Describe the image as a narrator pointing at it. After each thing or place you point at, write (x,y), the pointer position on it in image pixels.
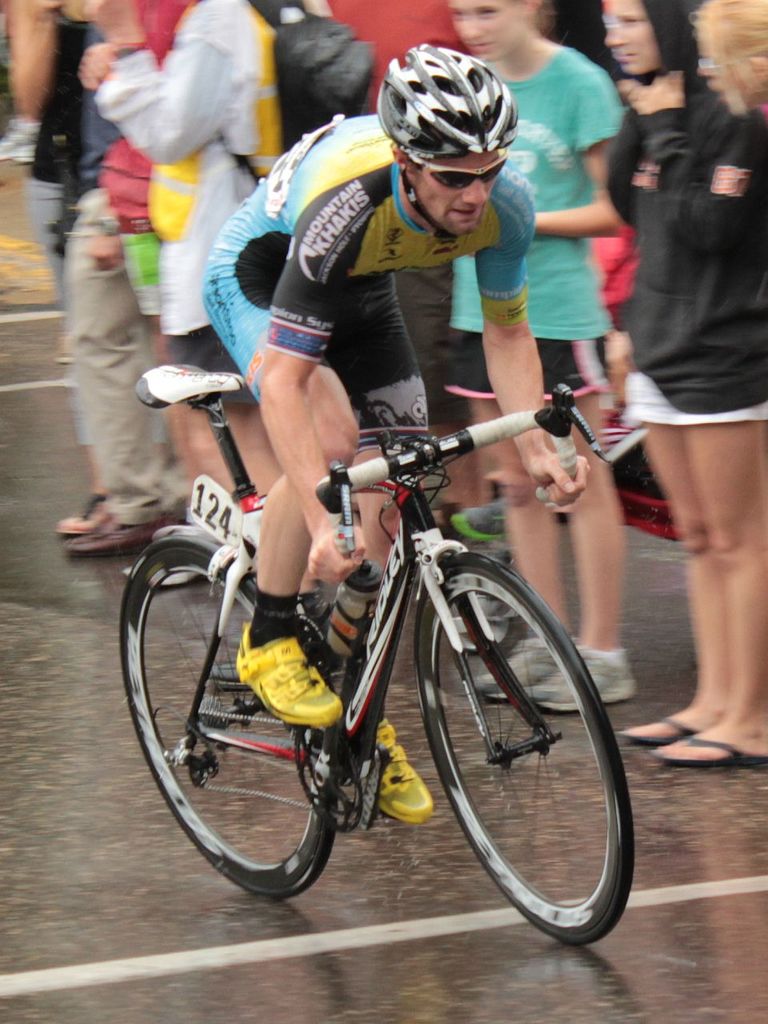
In this picture we have a man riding bicycle (560,913) and in the back ground (665,475) there are group of people (706,569) standing in the road (286,965).
